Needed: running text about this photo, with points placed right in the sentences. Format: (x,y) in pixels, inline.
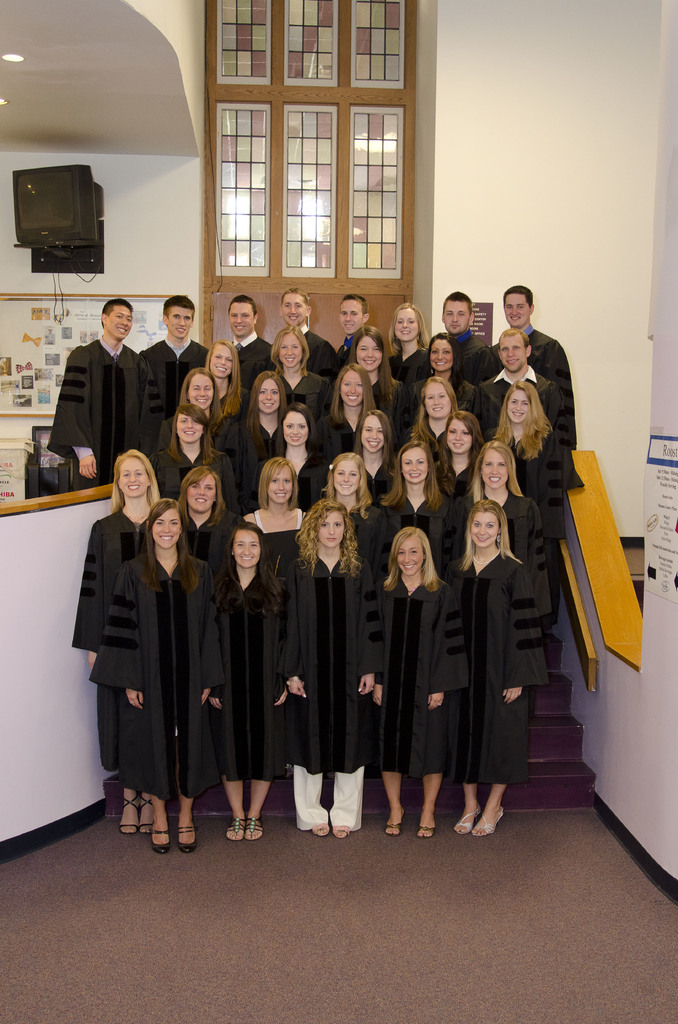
In the middle of the image (316,476) there are many people (343,510) standing with black dress (385,571) on the steps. Behind them there is a wall (464,54) with glass window (361,148). At the left side of the image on the wall (79,156) there is a TV (66,198). Below the TV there is a board (50,297) with few photos (20,397) on it. At the bottom left of the image (31,745) there is a wall (26,638). And to the right corner of the image (671,454) there is a wall poster (656,483) and also there is a railing (595,539).
